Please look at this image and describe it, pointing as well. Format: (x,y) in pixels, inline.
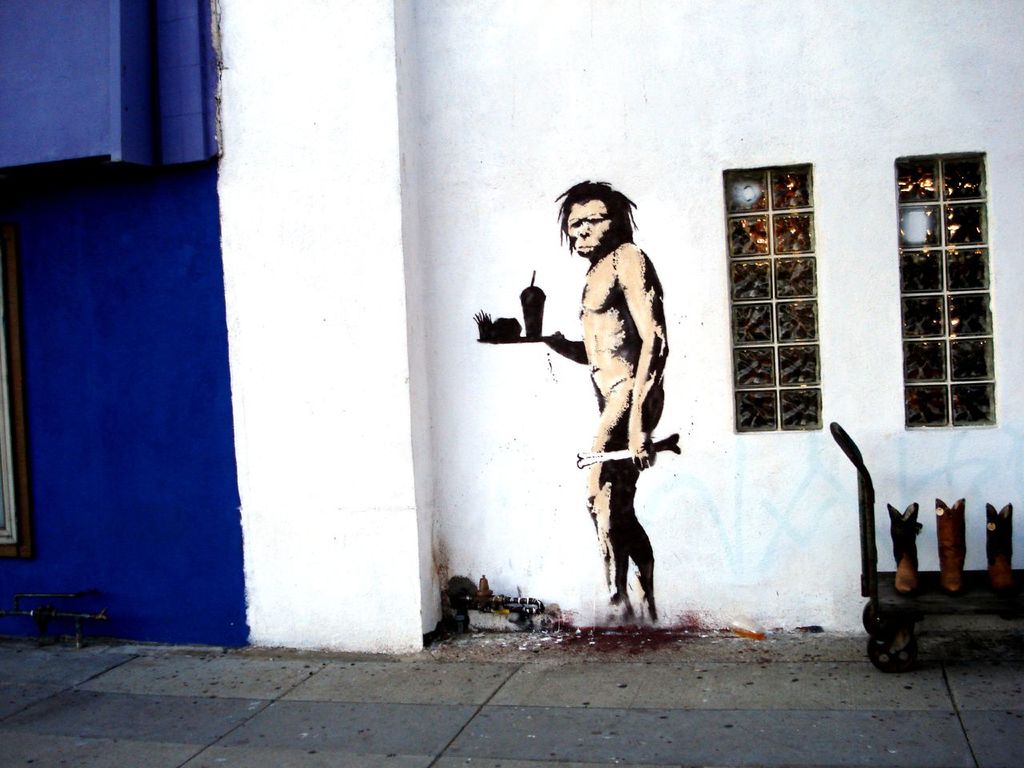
In this picture we can see a cart (966,599) on the ground (449,663), windows (919,260) and a painting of a man (640,552) on the wall (515,404).
